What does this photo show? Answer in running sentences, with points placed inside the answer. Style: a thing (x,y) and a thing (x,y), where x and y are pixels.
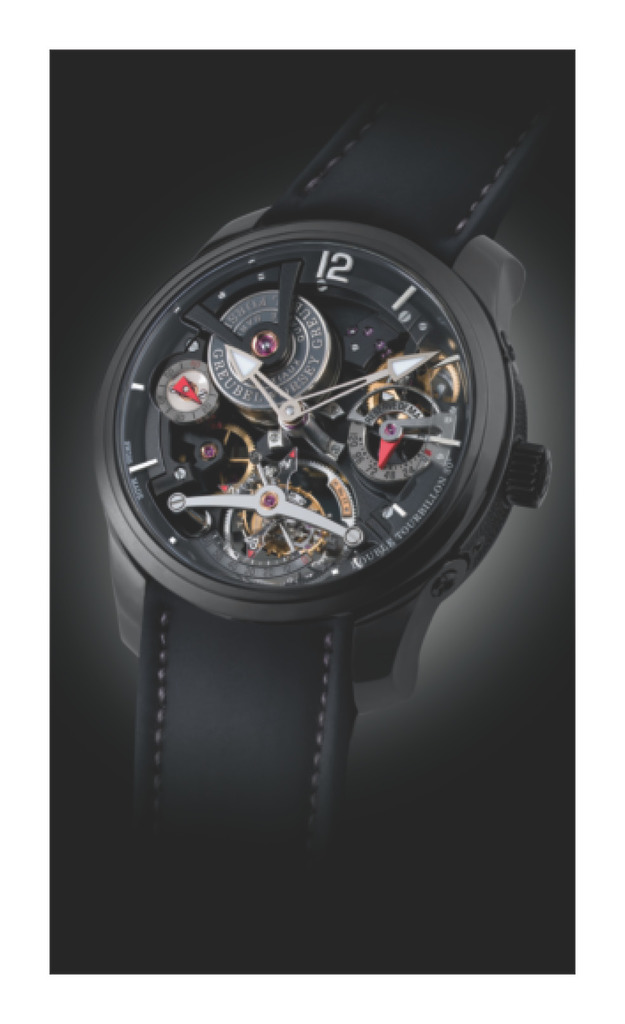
In the center of the image (391,585) we can see a watch (432,227), which is in a black color. And we can see the dark background (462,733).
